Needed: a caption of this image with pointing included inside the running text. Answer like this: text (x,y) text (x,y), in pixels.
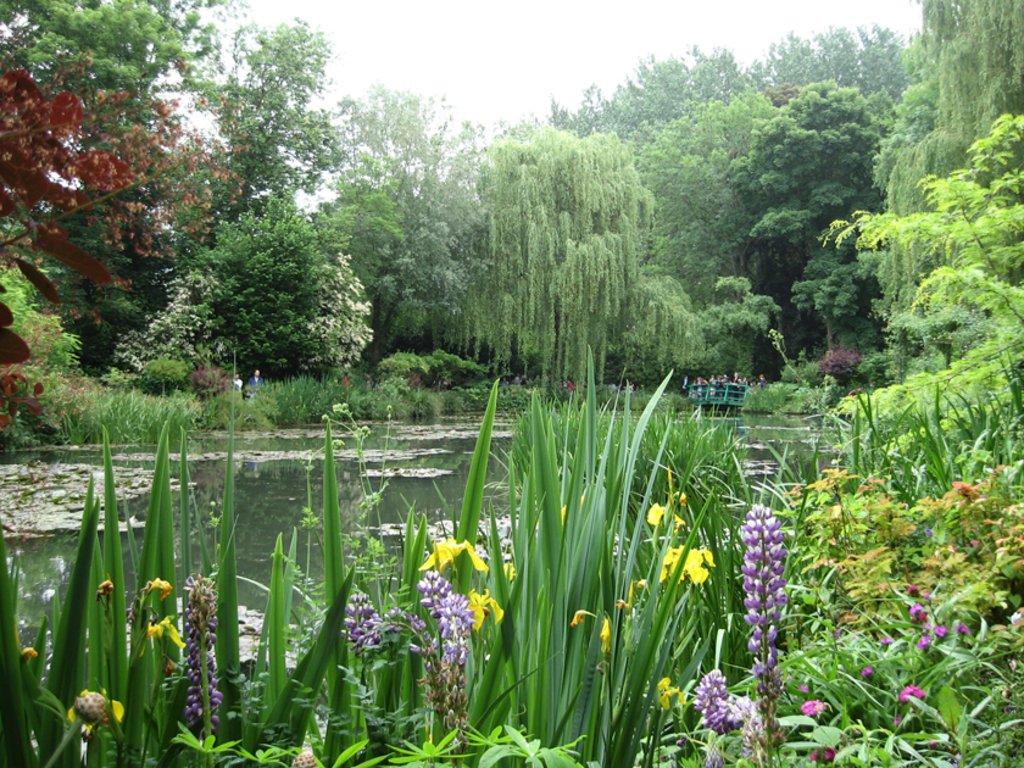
In this picture there is water (459,435) in the center of the image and there are people (687,379) on a bridge (703,397) in the background area of the image (718,386) and there is greenery (566,368) around the area of the image.
